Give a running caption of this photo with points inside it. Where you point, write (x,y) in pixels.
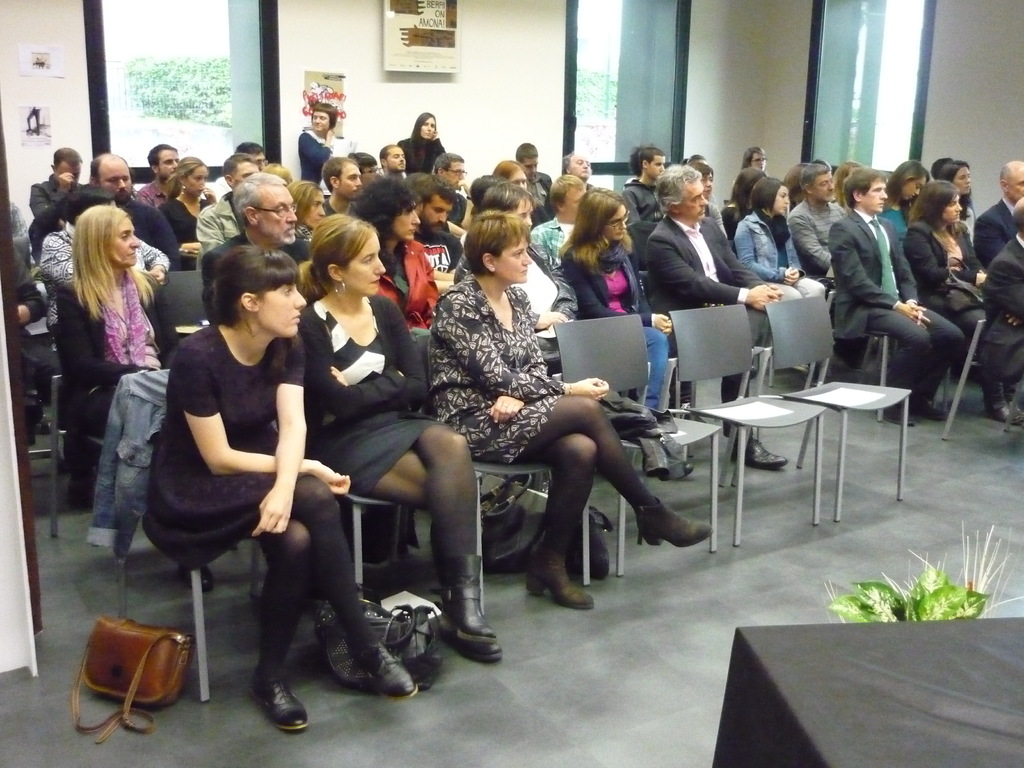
In this image we can see many people (630,274) sitting on the chairs (800,299). This is the flower pot (923,586), handbag (128,655), glass window (172,111) through which trees (159,93) can be seen.
